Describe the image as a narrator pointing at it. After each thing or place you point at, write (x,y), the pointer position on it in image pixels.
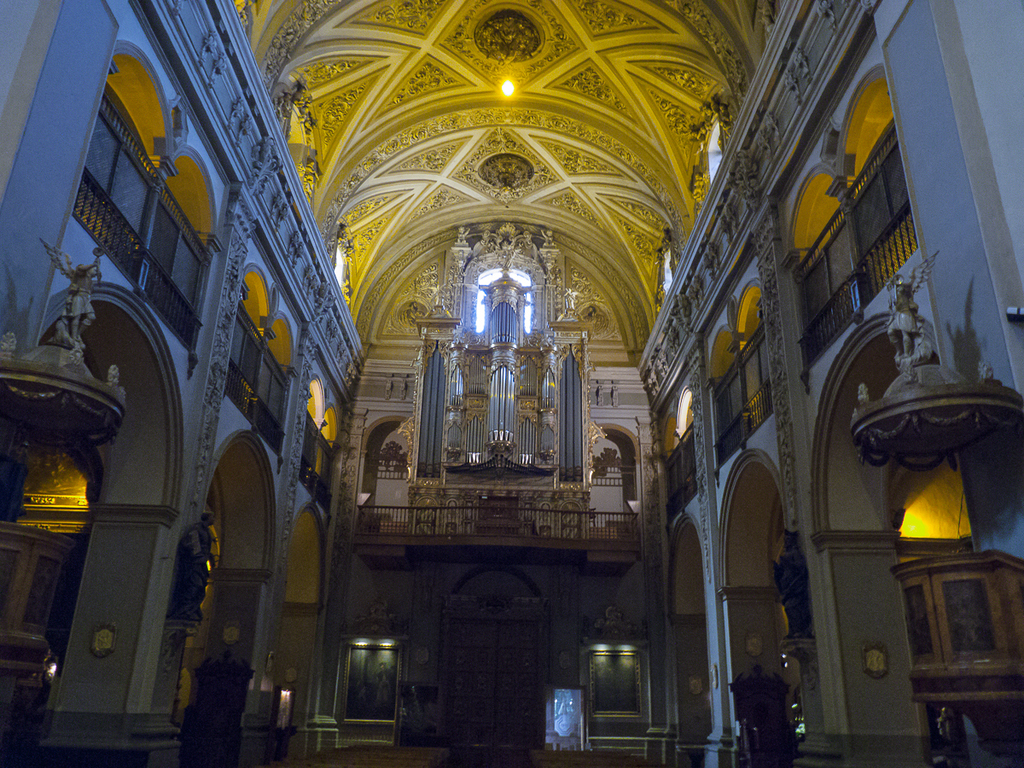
In this image we can see the inside view of parish building (315,449) which has some sculptures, doors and lights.
